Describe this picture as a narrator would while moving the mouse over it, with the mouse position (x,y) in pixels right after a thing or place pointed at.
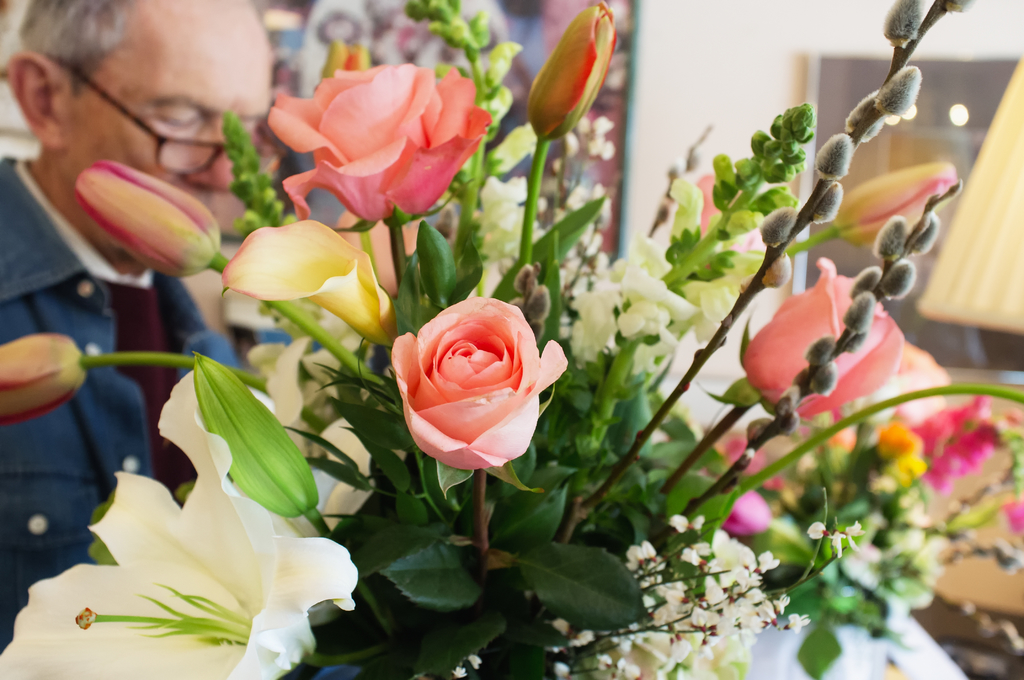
In this image there are flowers (303,233) and we can see buds (151,187). In the background (178,369) there is a person (97,494). He is wearing glasses (185,166) and we can see leaves (783,539).
